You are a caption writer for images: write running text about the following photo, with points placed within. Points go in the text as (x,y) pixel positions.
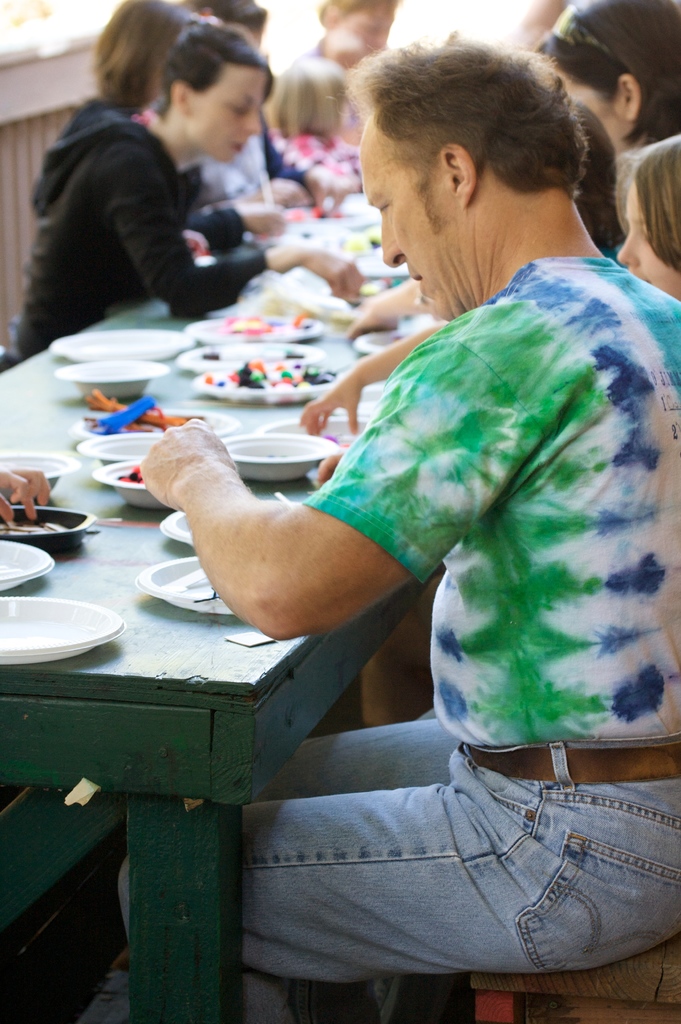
In this image we can see this people (314,183) are sitting around the table (108,560). There are many plates (286,329) with craft items (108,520) on the table (190,551).
